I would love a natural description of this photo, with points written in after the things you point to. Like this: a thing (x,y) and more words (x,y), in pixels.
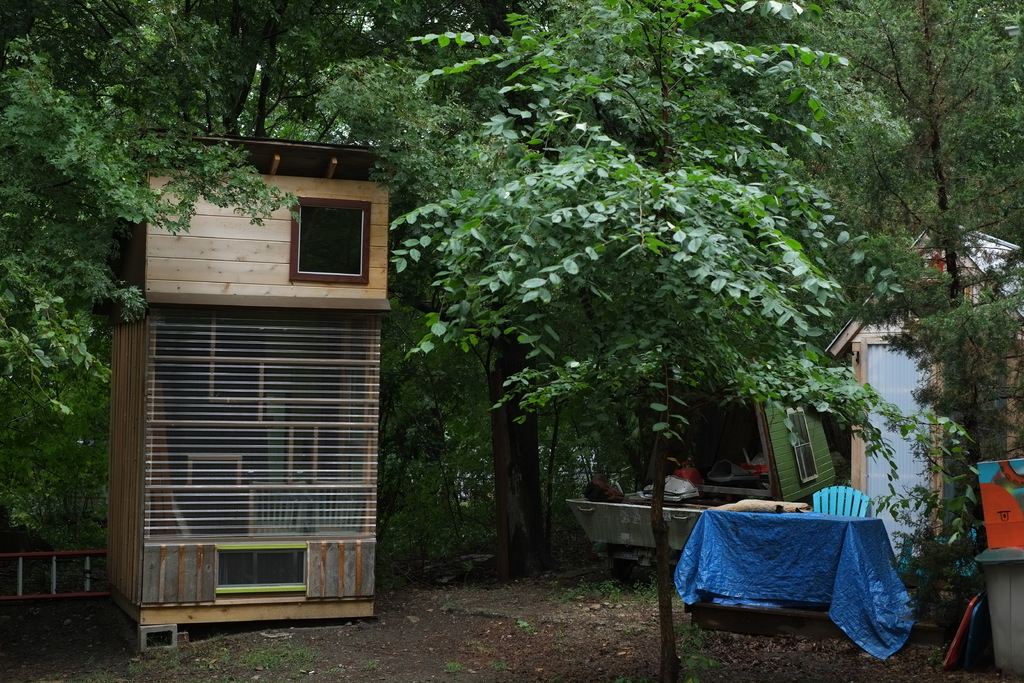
In this image there are trees (588,52) truncated towards the top of the image (498,56), there are objects (829,573) on the ground (504,632), there is a chair (834,499), there is a house (873,508) truncated towards the right of the image (936,441), there are objects (970,633) truncated towards the right of the image (997,517).
